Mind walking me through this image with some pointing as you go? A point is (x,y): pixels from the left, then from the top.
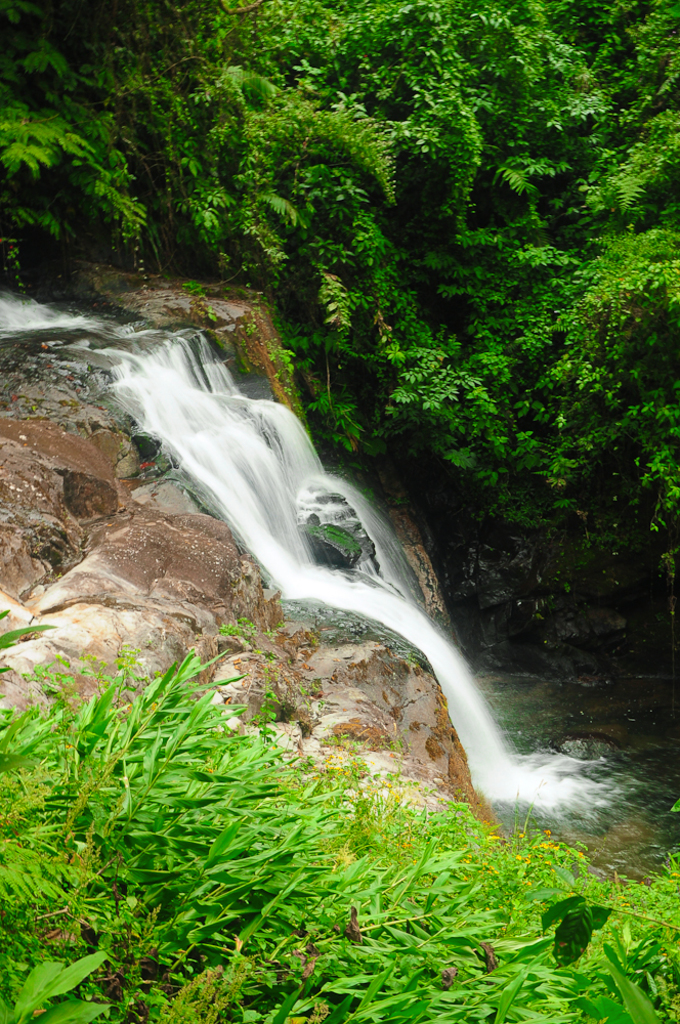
This picture is clicked outside the city. In the foreground (440,912) we can see the plants (173,770). In the center (271,530) there is a waterfall (243,485) and we can see the rocks (329,699). On the right (654,771) there is a water body (551,694). In the background (413,173) we can see the trees (631,518).
